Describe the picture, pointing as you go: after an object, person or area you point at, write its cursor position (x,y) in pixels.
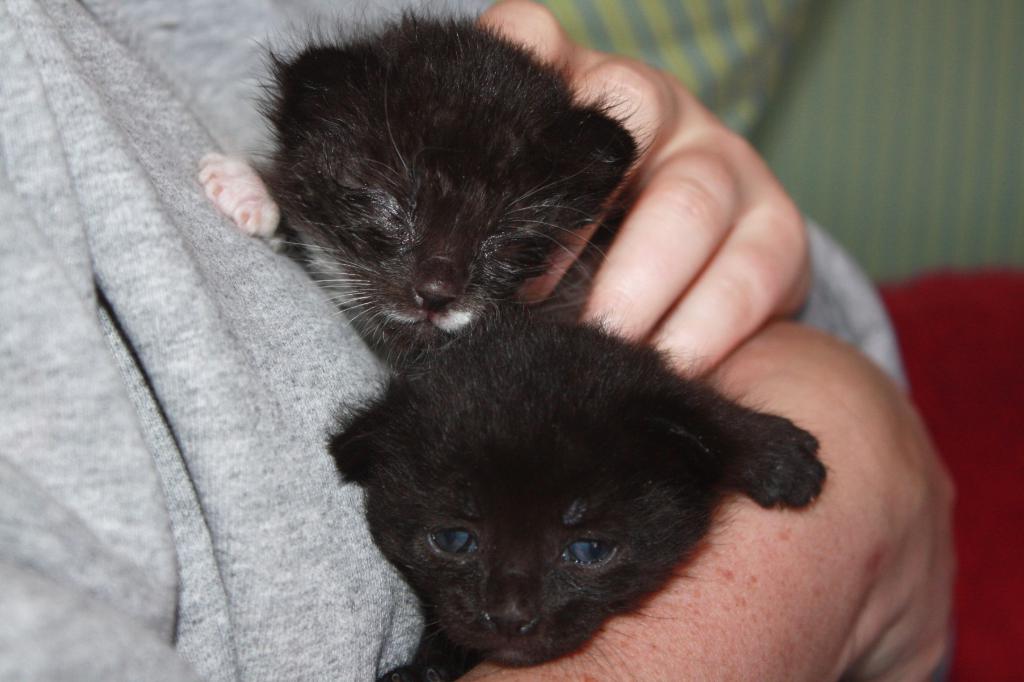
This image consists of a person (57,340) wearing gray t-shirt (343,328) is holding two cats (466,329). In the background (954,222), there are clothes (960,341) in red and green color.
